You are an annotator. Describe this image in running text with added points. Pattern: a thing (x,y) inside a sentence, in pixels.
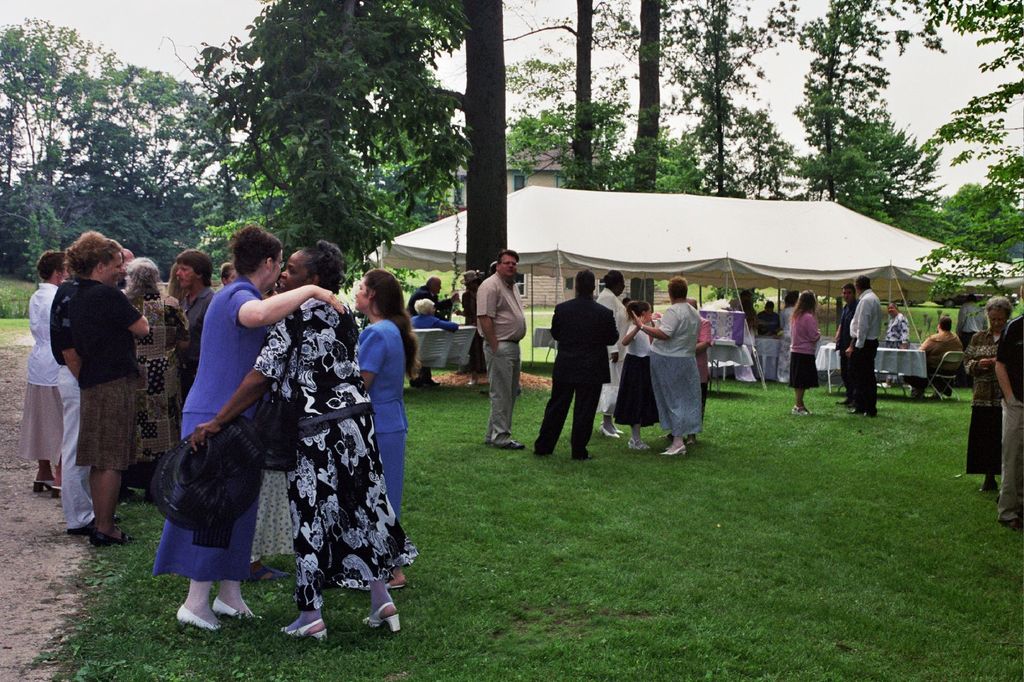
In this image we can see people (171,419) standing on the ground (568,483) and some are sitting on the chairs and benches (446,336). In the background (338,183) there are trees (602,183), buildings (508,179), tent (532,258) and sky (682,116).
